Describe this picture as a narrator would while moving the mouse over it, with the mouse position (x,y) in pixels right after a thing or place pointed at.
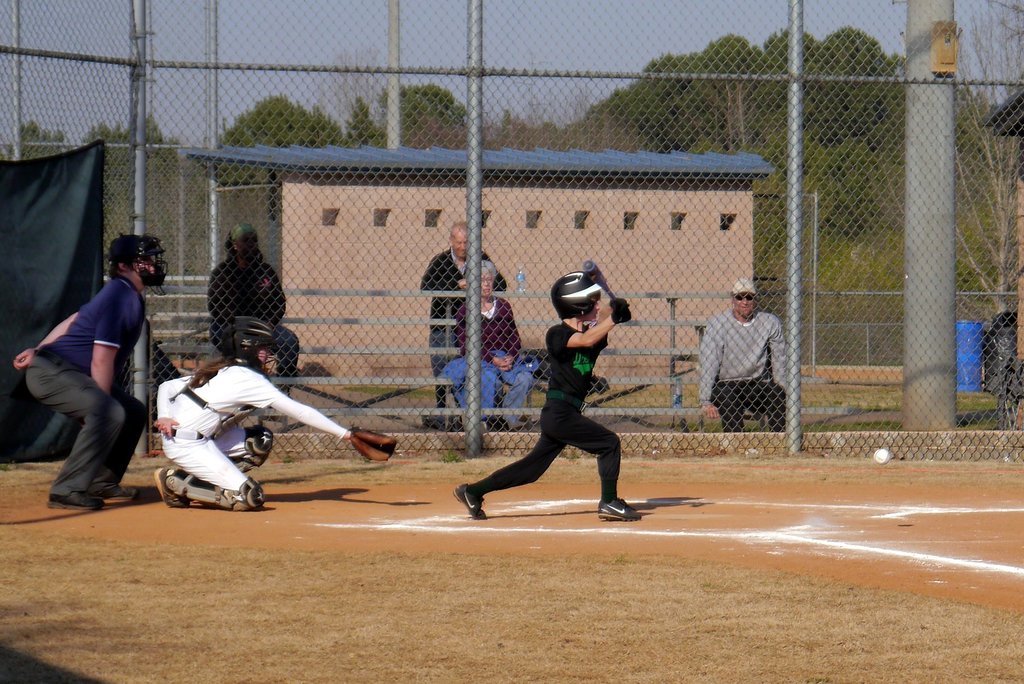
In this picture I can see three persons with helmets (564,283), there is a person (561,295) holding a baseball bat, there is fence (877,349), there are three persons (718,341) sitting on the bench (391,320), there is a person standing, there is a bottle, there is a shed (355,175) and some other objects (998,405), and in the background (589,44) there are trees (752,45) and the sky (519,56).
